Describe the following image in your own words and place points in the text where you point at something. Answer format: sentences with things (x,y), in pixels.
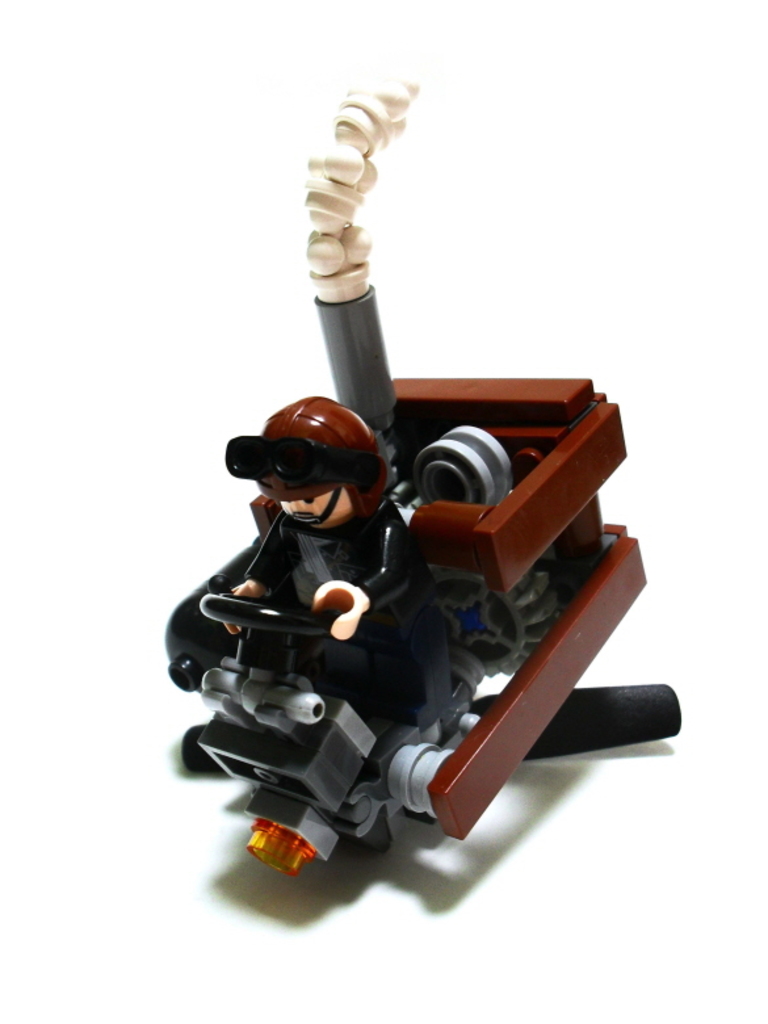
In this image there is a toy vehicle (296,634) and a toy man (336,601).
